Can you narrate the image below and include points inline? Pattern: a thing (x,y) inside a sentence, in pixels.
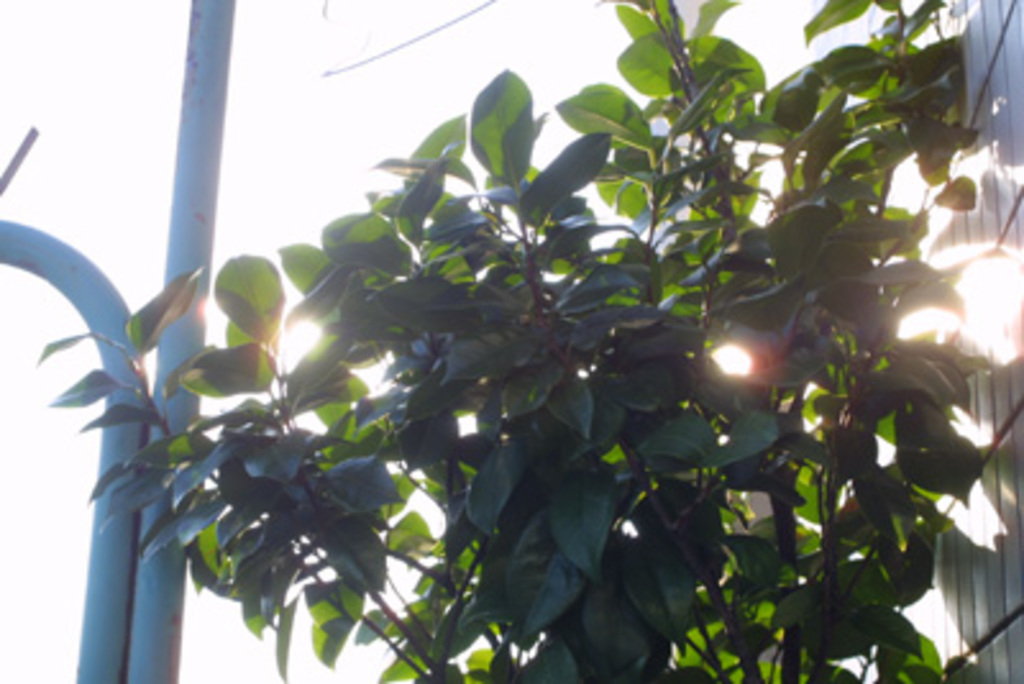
In this picture I can see the plants (911,300) which is placed near to the pipes (122,538) and wall (1003,611). In the back (304,328) I can see the sun's beam (300,328). At the top (386,77) it might be the sky (245,107).
